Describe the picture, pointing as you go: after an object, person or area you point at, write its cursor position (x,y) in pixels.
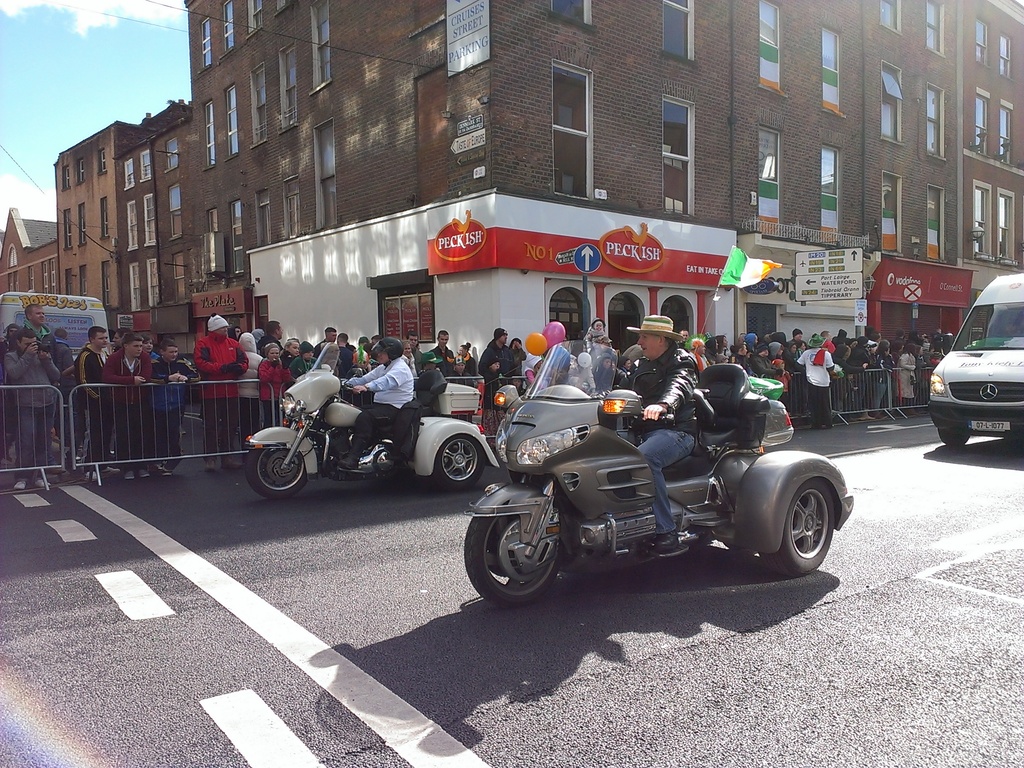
In this picture we can see a few people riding on the vehicles (1000,361). There are some people (49,394) at the back (892,392). We can see a few barricades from left to right. There are sign boards (837,282), a flag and buildings (450,106) in the background (419,78). Sky (58,121) is blue in color and cloudy.
